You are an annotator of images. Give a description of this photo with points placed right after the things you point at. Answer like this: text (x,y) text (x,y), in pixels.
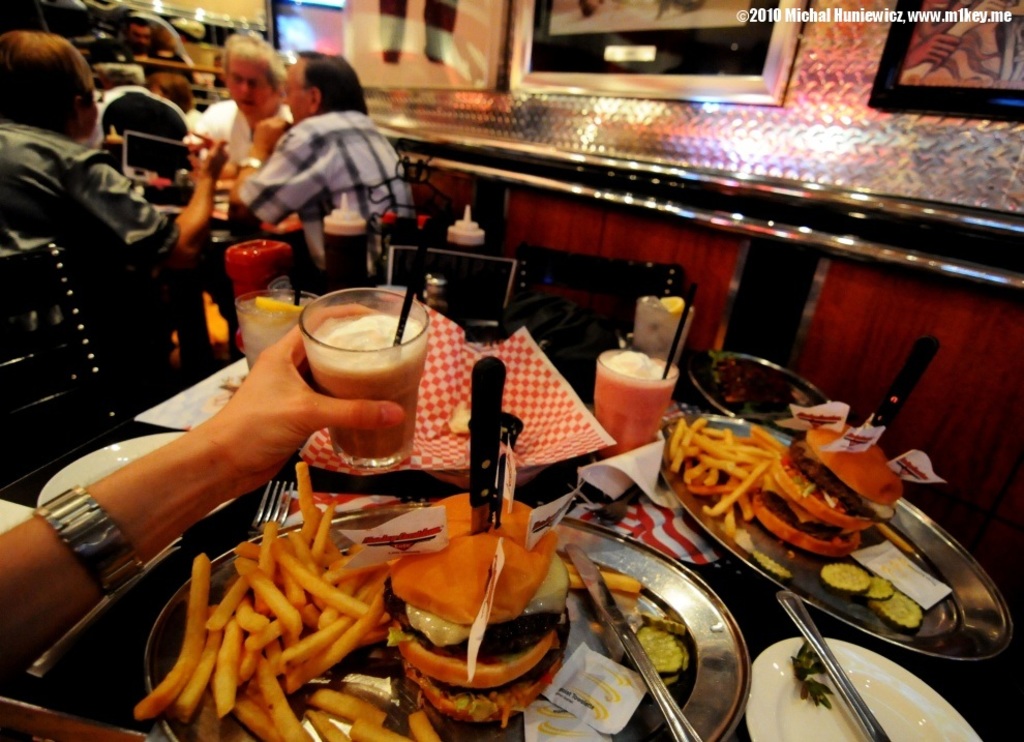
This is the table (524,497) with the plates (641,605), glasses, forks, papers (544,421) and few other things (609,682) on it. On the left side of the image (114,586), I can see a person's hand (180,526) holding a glass (355,395). There are three people (236,165) sitting on the chairs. These are the photo frames (906,42), which are attached to the wall (861,153). These plates (829,559) contain burgers (560,642) and french fries (266,608). This is the watermark (794,16) on the image.
